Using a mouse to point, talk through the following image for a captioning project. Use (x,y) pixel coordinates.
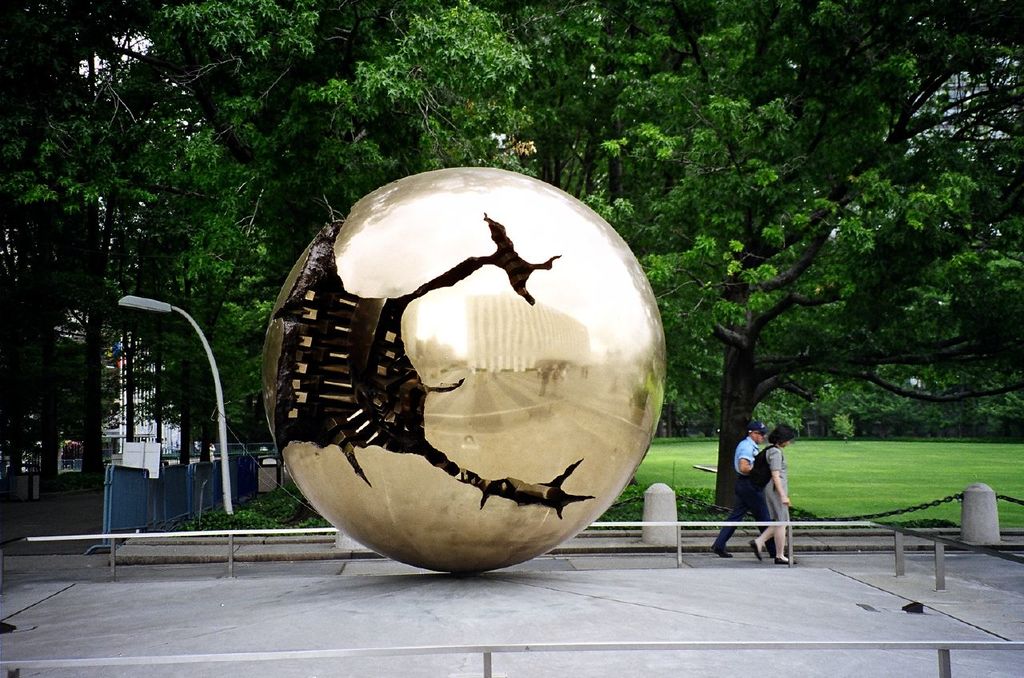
In this image I can see the ground (164,591) and a huge sphere (462,300) on the ground (673,589). On it I can see the reflection (504,367) of few persons (545,375), the ground (517,392), few buildings (509,349) and the sky (450,243). I can see few persons (773,494), the railing (632,646), a pole (223,472) and few trees (675,192) which are green and black in color in the background (328,92).
